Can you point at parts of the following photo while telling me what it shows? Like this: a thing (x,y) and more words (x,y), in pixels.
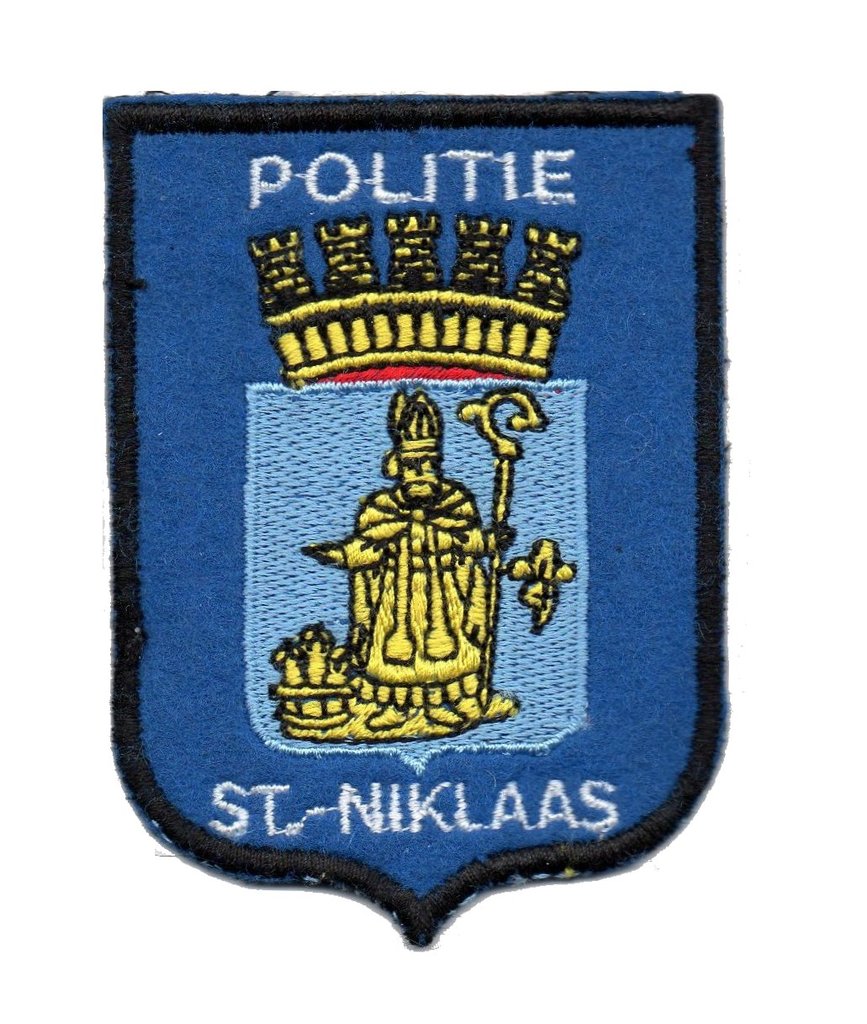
In this picture I can see a blue color badge (438,425) with some text (431,798) and a picture (401,624) and I can see white color background (250,984).
